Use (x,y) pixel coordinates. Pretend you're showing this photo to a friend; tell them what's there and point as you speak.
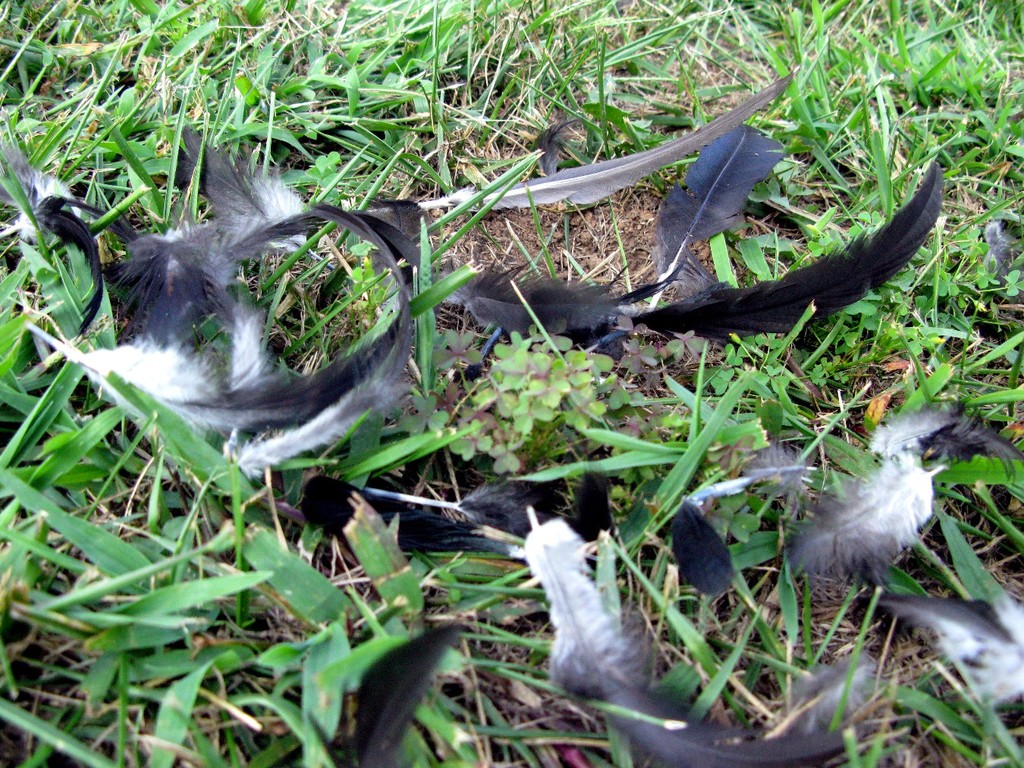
The picture consists of feathers (289,393), plants (570,397), grass (422,281) and soil (574,223).
